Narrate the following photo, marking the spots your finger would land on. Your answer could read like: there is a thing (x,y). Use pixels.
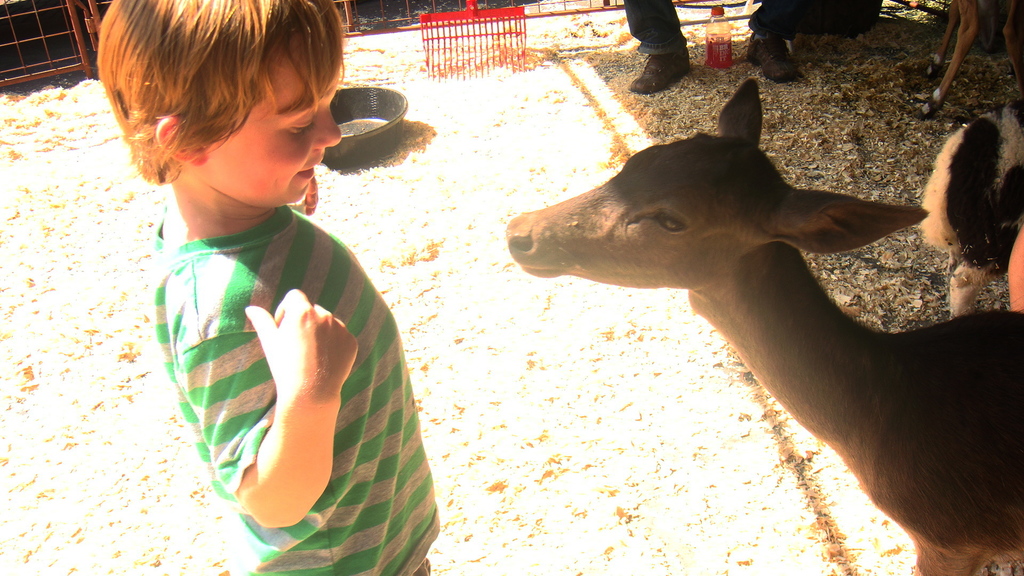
In this image in the foreground (801,282) there is an animal (753,289), boy (296,232), in the background (384,113) there is a bowl (393,101), sweeper (466,35), bottle (711,35) kept between legs (662,34) of persons (751,35) and animal legs (1020,29) visible at the top (933,72), in the top left (48,22) there is a fence (77,35), on the right side (936,232) there is might be an animal (997,199).
